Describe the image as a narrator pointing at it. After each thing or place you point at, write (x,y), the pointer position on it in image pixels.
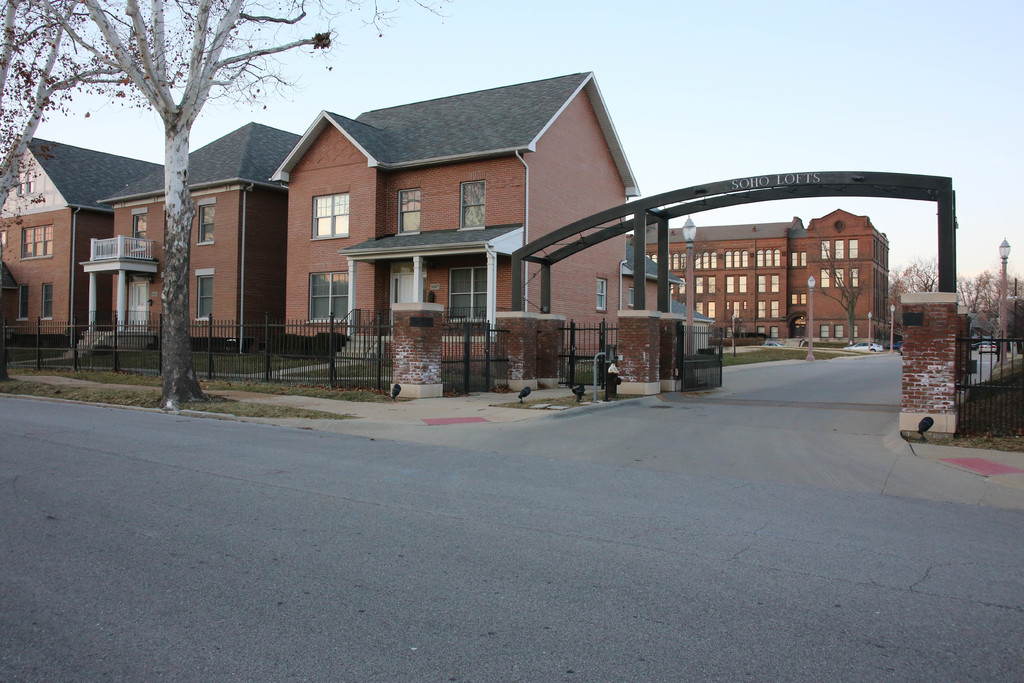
In the image I can see a place (312,330) where we have some houses (347,243), arch (538,249), trees (171,193), plants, fencing (1015,412) beside the road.
